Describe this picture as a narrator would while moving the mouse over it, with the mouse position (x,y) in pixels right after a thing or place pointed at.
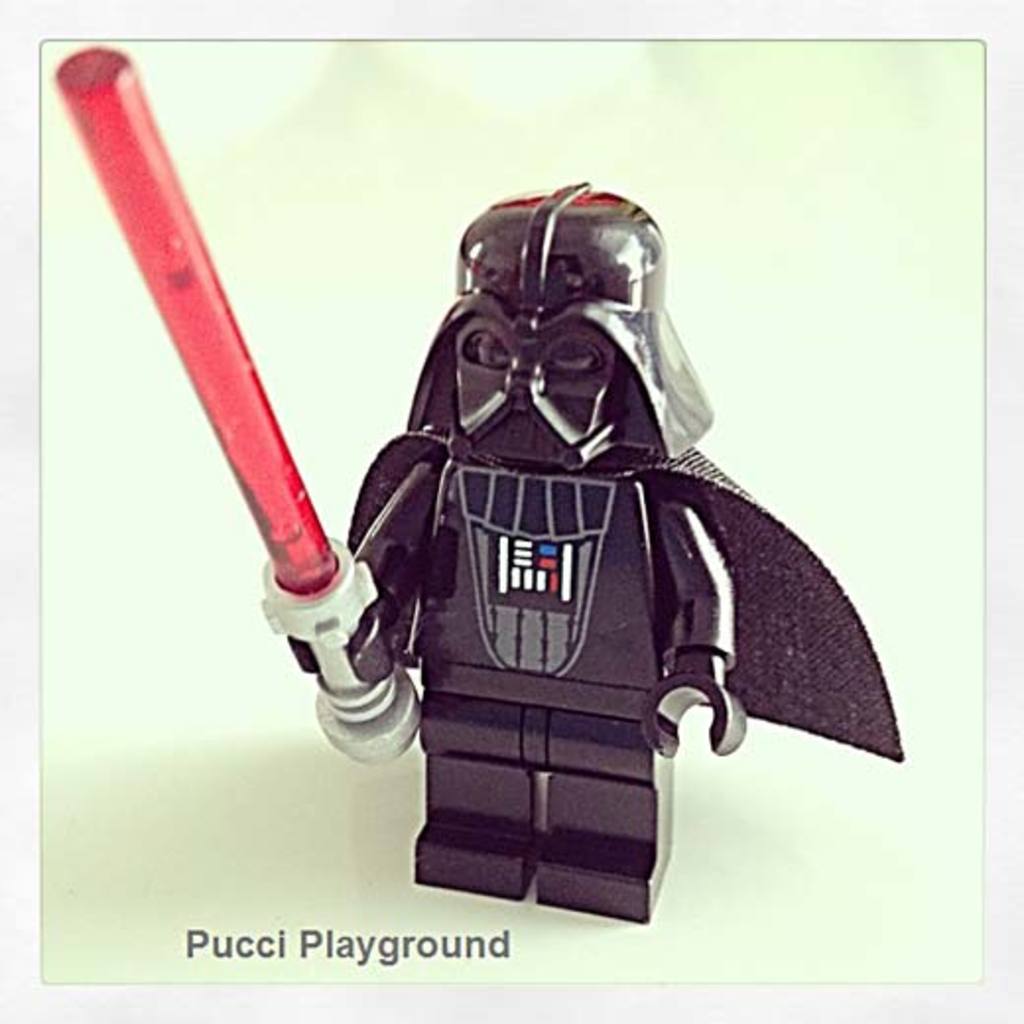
In this image we can see a toy (386,524). The background (323,158) is white in color. We can see some text (455,943) at the bottom of the image (484,947).
